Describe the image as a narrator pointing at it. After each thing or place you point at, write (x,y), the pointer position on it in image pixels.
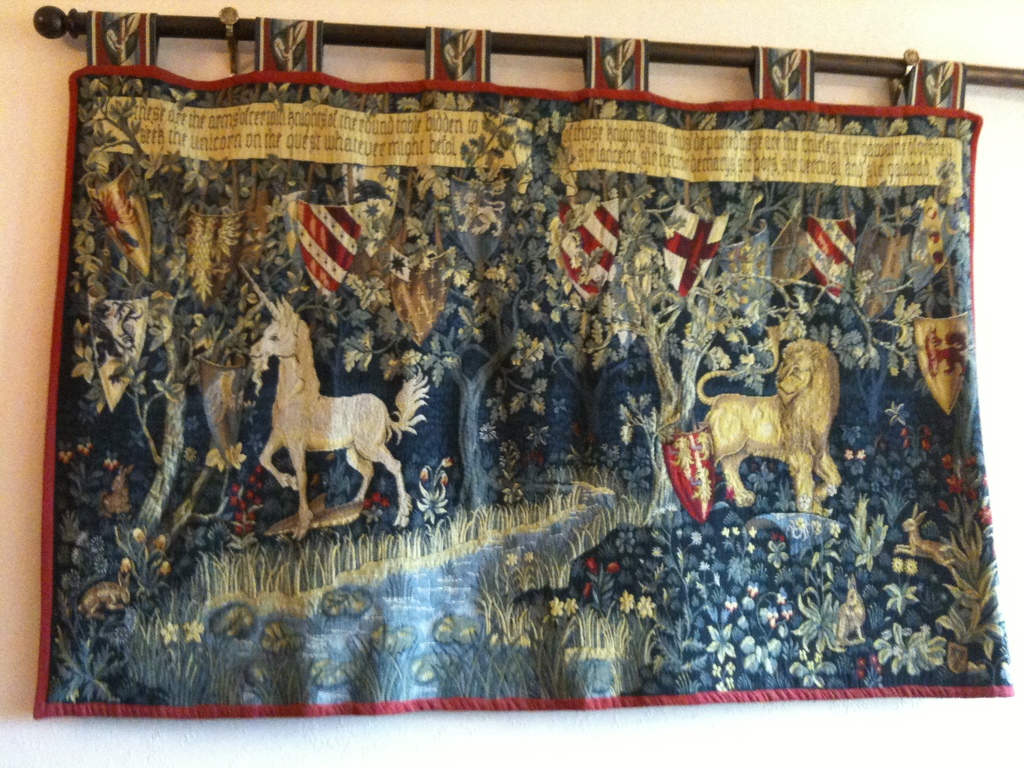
There is a curtain (544,146) hanged to a rod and on the curtain (372,300) there is an image (306,413) of a lion (808,414) and a horse (345,410) and few other things (459,420), behind the curtain (309,572) there is a wall (87,2).
